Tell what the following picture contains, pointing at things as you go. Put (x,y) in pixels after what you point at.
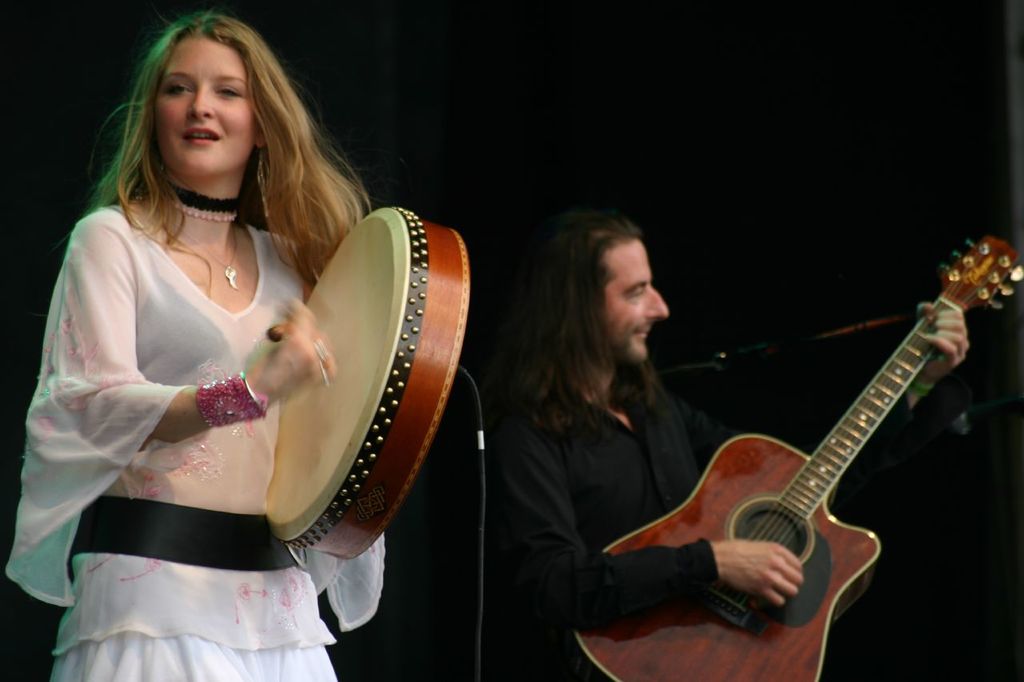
In this picture we can see a woman (135,677) who is playing musical instrument (373,372). And here we can see a man (566,640) who is playing guitar (769,487).
